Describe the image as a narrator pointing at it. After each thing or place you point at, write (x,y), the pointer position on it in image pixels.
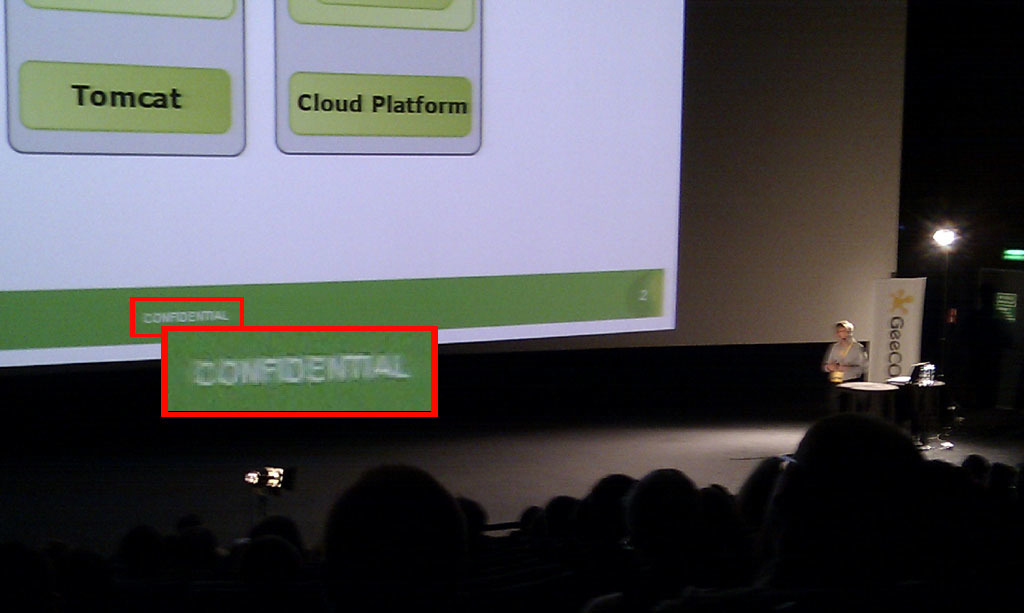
On the right side of the image (840,355) we can see a person (840,355) standing. There is a podium (866,403). At the bottom (506,541) there is crowd (591,529). In the background (787,255) we can see a screen (638,198). There is a light (942,233).
